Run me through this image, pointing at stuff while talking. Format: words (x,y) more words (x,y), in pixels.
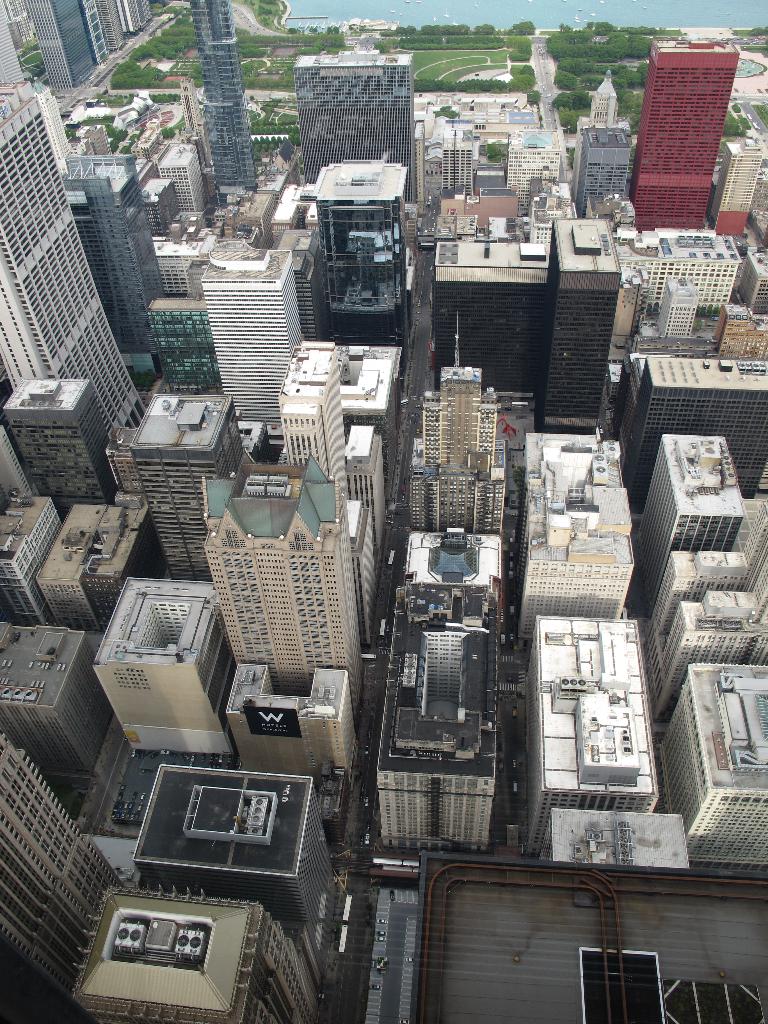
In this image there are few buildings (437,467) visible, there are some trees (255,82) visible at the top (485,88).
